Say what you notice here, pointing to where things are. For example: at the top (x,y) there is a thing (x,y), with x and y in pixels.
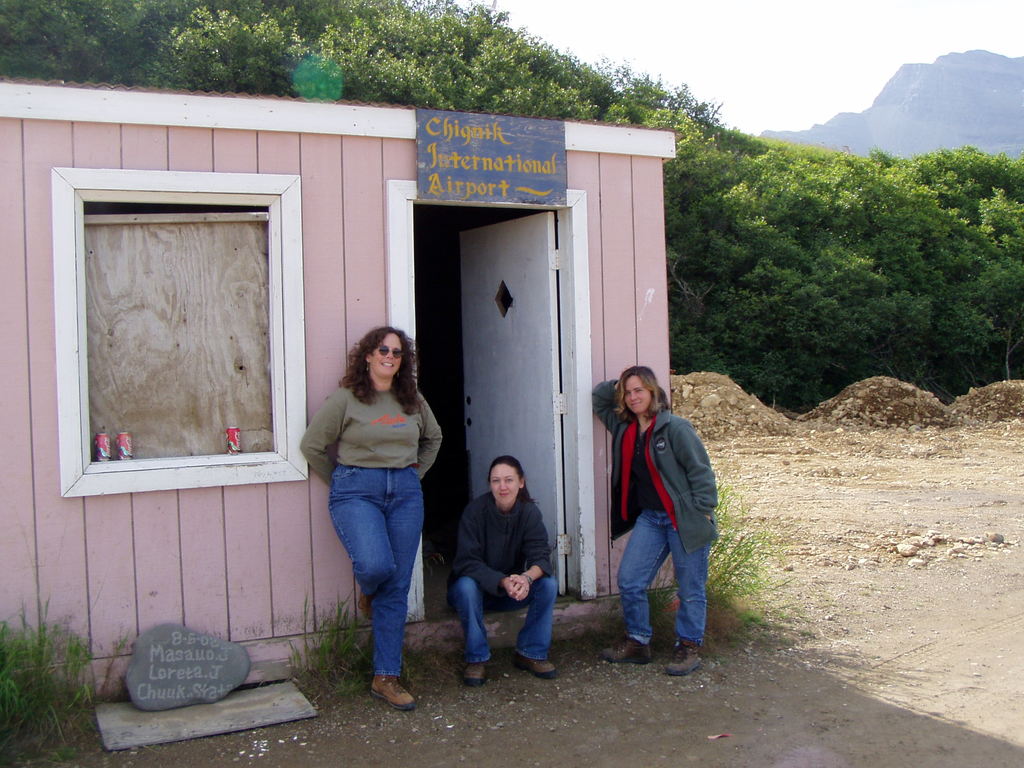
In this image I can see two women (396,409) wearing jeans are standing and a woman (524,557) wearing jeans (547,609) and shoe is sitting. I can see a rock (169,665), some grass (757,537) and a shed (349,166) which is made of wooden logs (325,271). I can see few cool drink tins (125,447) on the window (167,420). In the background (193,28) I can see few trees (908,291), a mountain (898,143) and the sky (794,103).
